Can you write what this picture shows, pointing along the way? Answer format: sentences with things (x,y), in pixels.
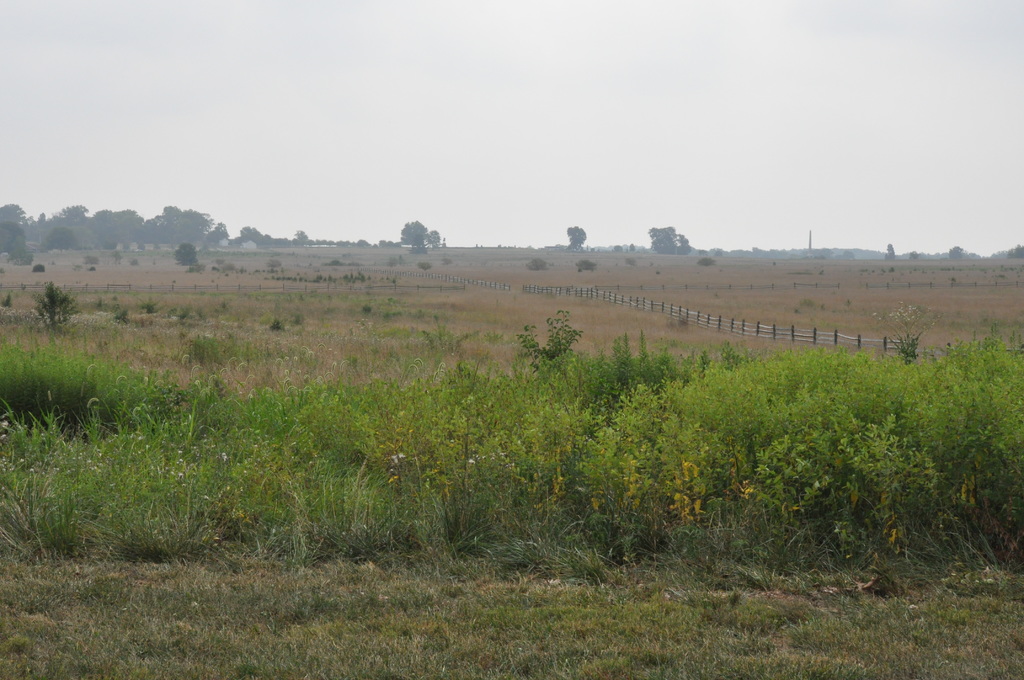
There are plants (281,336) and trees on the ground (496,591). Also there is a fencing (499,287). In the background (273,214) there are trees (165,214) and sky (531,113).
